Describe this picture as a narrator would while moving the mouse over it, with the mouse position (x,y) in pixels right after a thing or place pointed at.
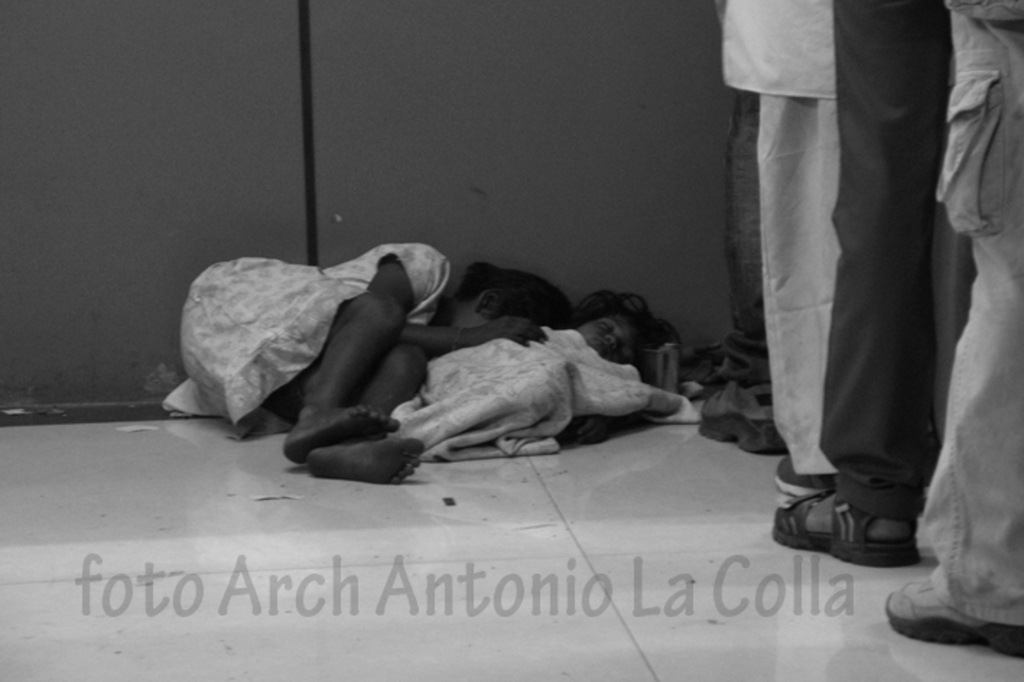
At the bottom of this image (800,567), there is a watermark (641,593). In the middle of this image (419,352), there are two children (216,270) lying on the floor (813,569) near a wall (494,67). On the right side (871,417), there are four legs (871,417) of the persons (924,249).
